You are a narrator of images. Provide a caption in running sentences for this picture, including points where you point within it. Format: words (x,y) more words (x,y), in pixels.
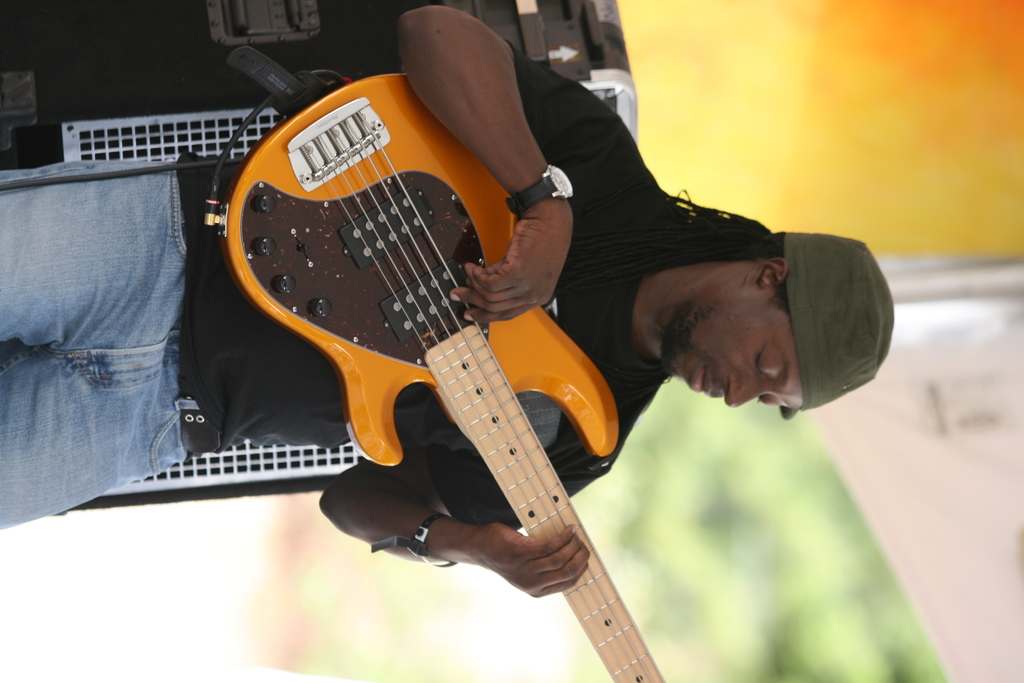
In the image we can see there is a person (611,307) who is standing and holding guitar (365,219) in his hand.
